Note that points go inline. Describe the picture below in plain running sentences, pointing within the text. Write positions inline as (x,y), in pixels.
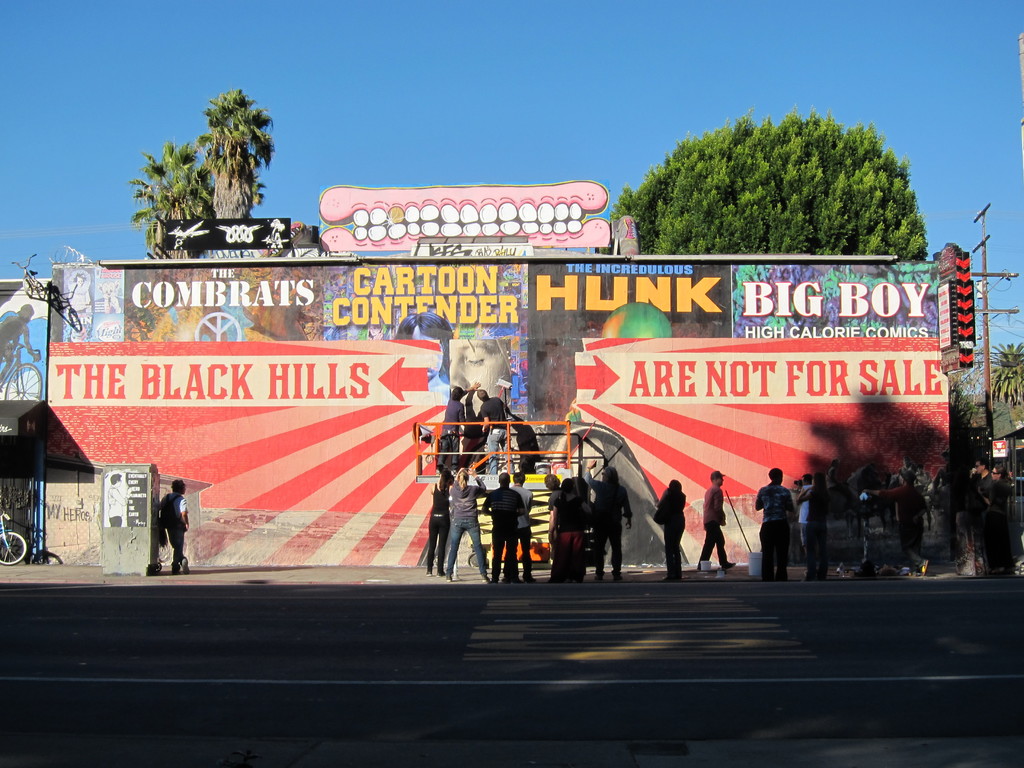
In this picture we can see many people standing before a wall (515,283) with graffiti (437,317). Behind it, we have trees (718,243).
